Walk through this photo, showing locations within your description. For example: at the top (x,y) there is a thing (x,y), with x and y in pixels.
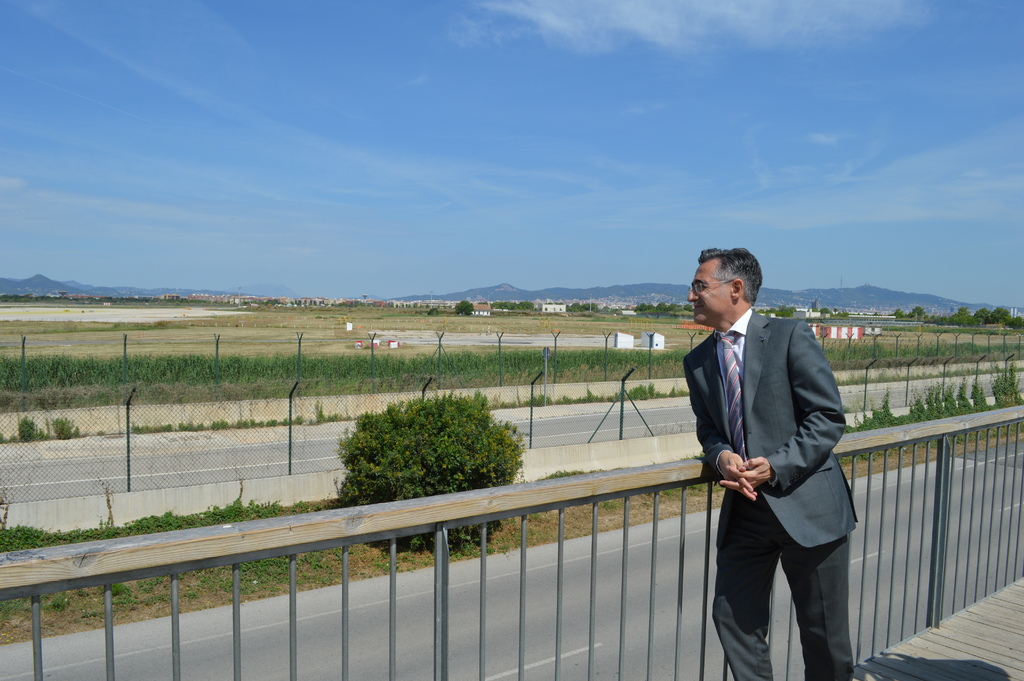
In this image, we can see a person (829,457) standing. We can also see the fence (485,503). We can see the ground (536,515). We can see some grass (595,320), plants (441,438). There are a few houses (643,344). We can also see some trees (522,309). We can see the sky (284,130) with clouds (737,22).
